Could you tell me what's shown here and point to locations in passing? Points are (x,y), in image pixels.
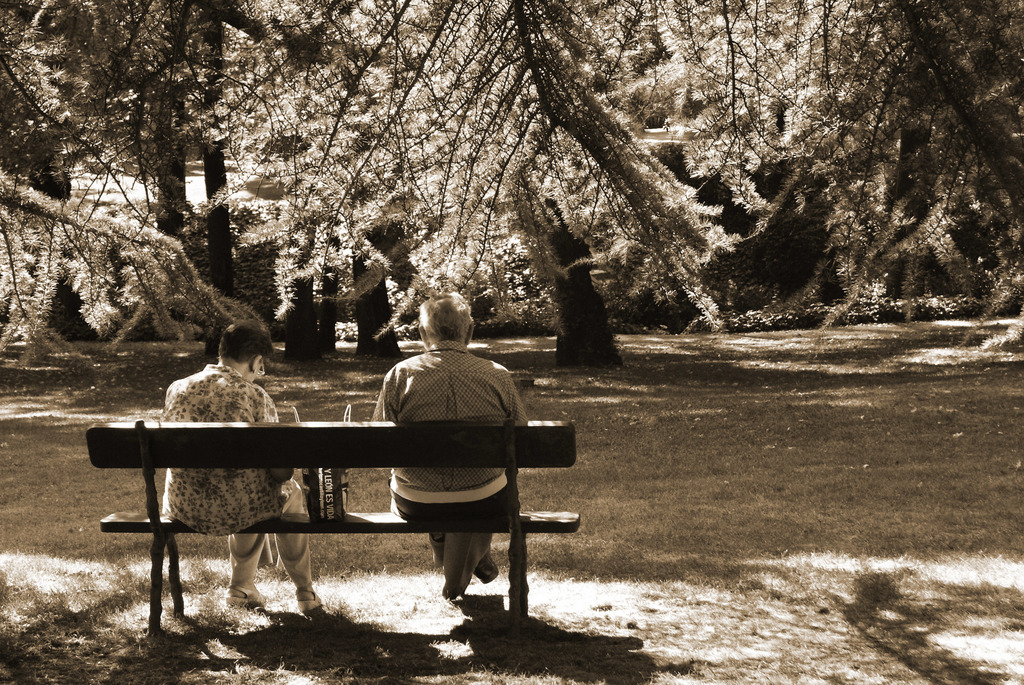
In this image we can see two persons (483,577) are sitting on the bench (330,446), there is a bag (289,485) on it, there are plants (197,263), trees (395,110), and the picture is taken in black and white mode.
